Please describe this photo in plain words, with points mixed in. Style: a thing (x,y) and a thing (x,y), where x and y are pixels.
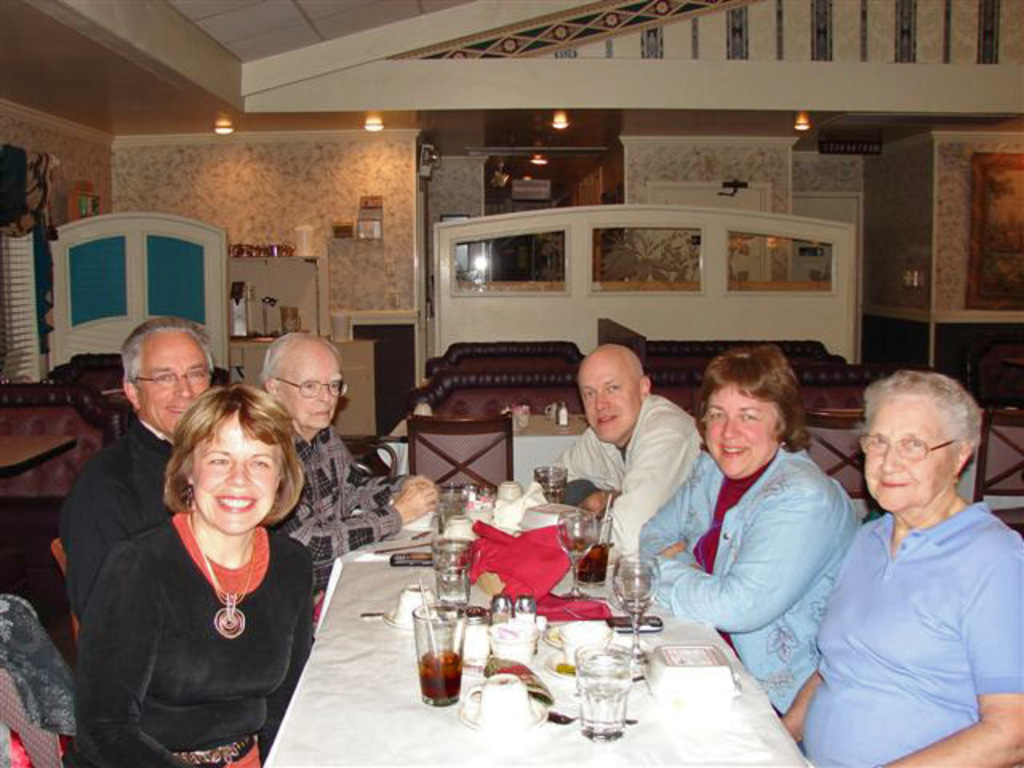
There are group of people (326,360) in this image and there are drinks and food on the dining table (645,726) and at the background (330,324) there is a wall (895,191) and lights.
